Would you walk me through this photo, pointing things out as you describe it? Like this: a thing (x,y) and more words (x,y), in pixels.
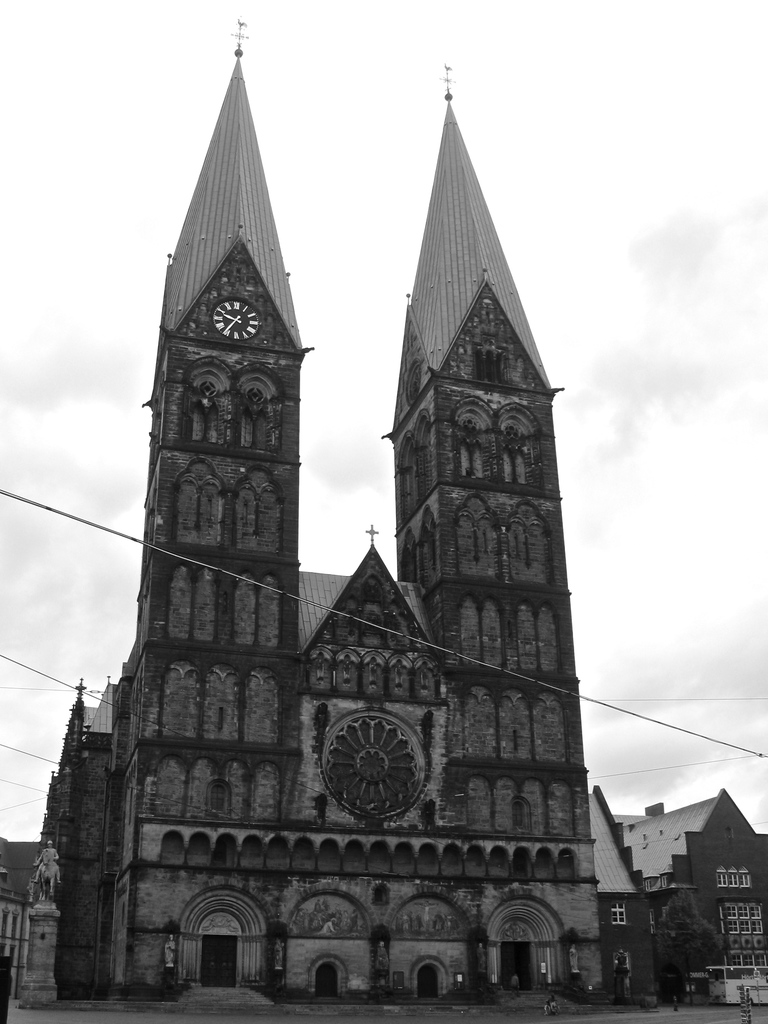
This is a black and white image. I can see a church (421,848) and wires (647,718). At the bottom left side of the image (47,951), I can see a sculpture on a pillar (34,973). At the bottom right side of the image (649,990), there are buildings (701,881). In the background (659,325), I can see the sky (82,337).
